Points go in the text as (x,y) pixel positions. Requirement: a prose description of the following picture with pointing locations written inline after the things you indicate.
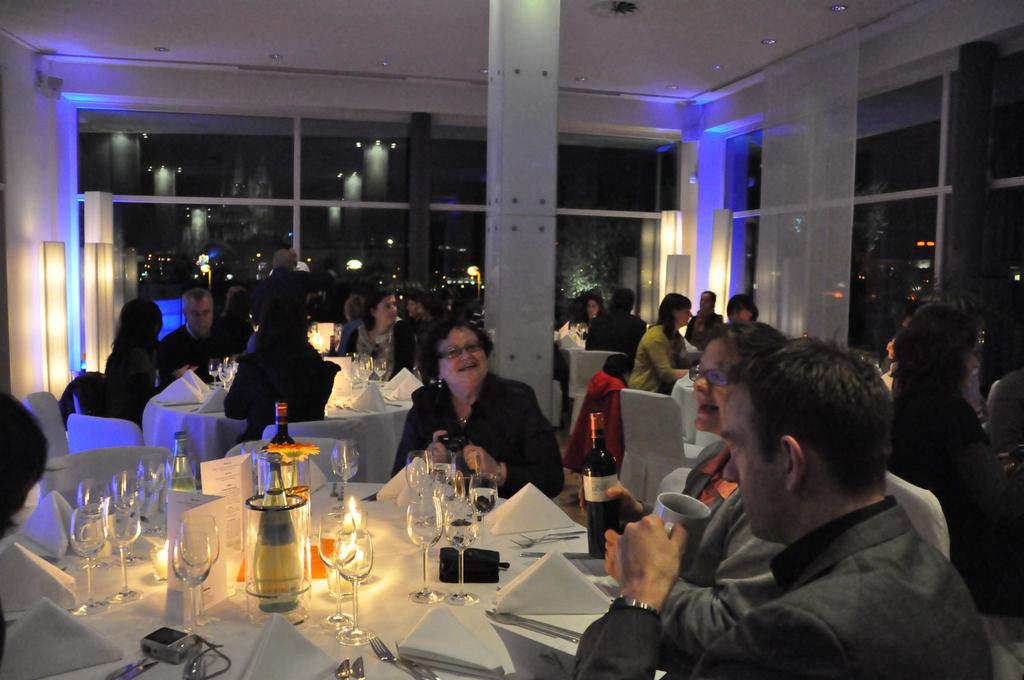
This picture is clicked in a restaurant (407,374). Here, we see many people (537,447) sitting on chair (665,413) around the table (150,676). In front of the picture, we see a white table (238,642) on which glass (180,540), glass bottle (268,581), camera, spoon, fork (405,665), tissue papers (411,645) and a black bag (495,556) are placed. Behind them, we see a pillar (491,216) and windows (369,236).
